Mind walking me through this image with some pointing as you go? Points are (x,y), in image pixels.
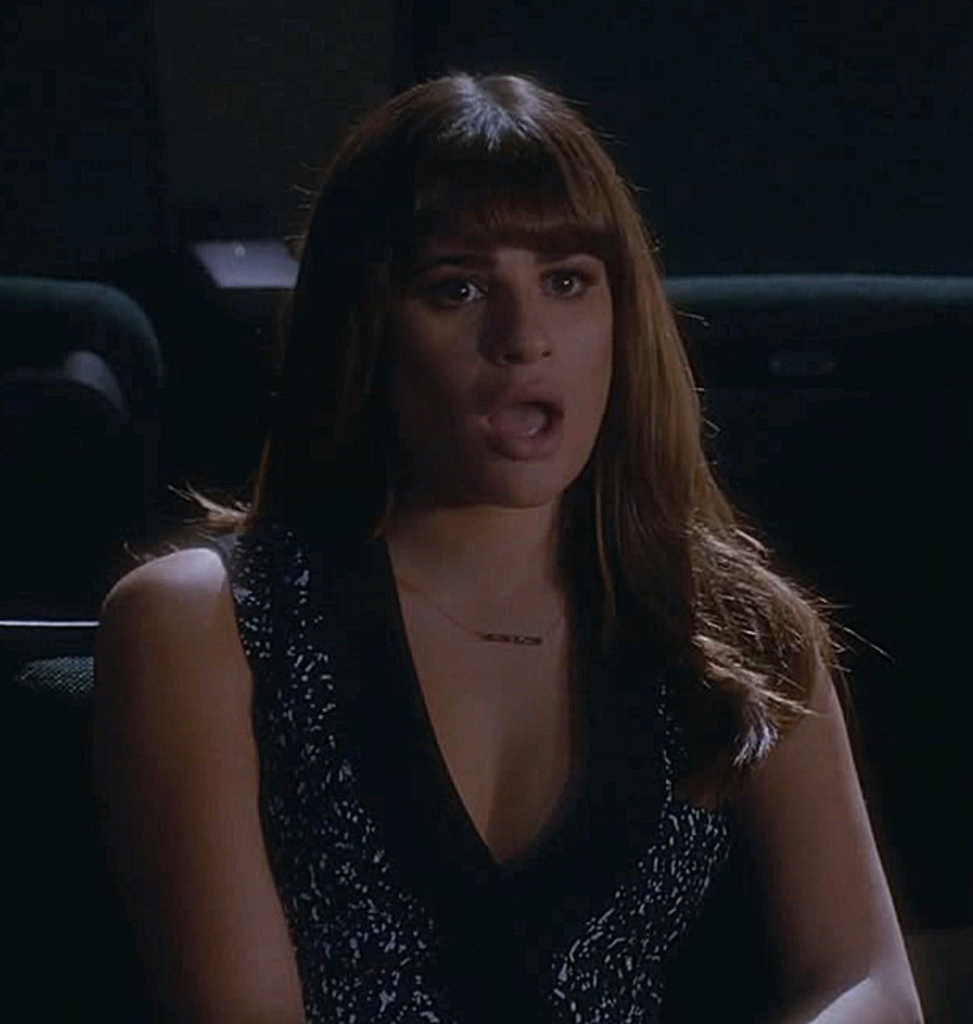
In the middle of the image (436,468) we can see a woman (388,649), she is sitting on the chair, behind her we can see dark background (758,212).
